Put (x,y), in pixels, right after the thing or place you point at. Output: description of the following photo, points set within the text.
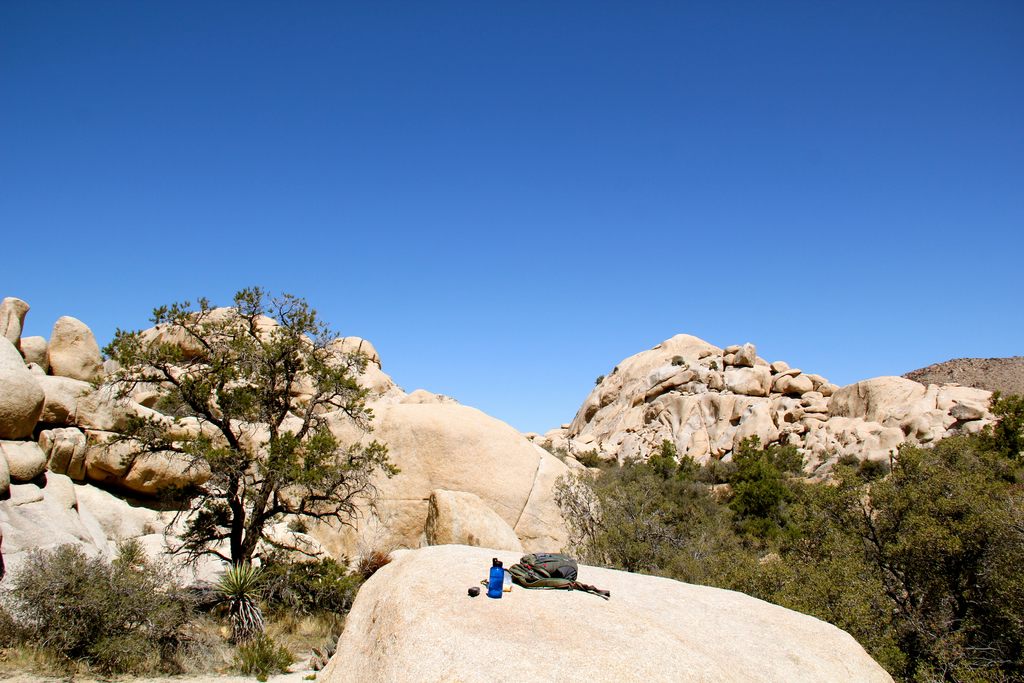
In the center of the image (468,417) we can see the sky (1015,13), rocks (513,599), trees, plants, one bag (524,581) and some objects (499,569).
